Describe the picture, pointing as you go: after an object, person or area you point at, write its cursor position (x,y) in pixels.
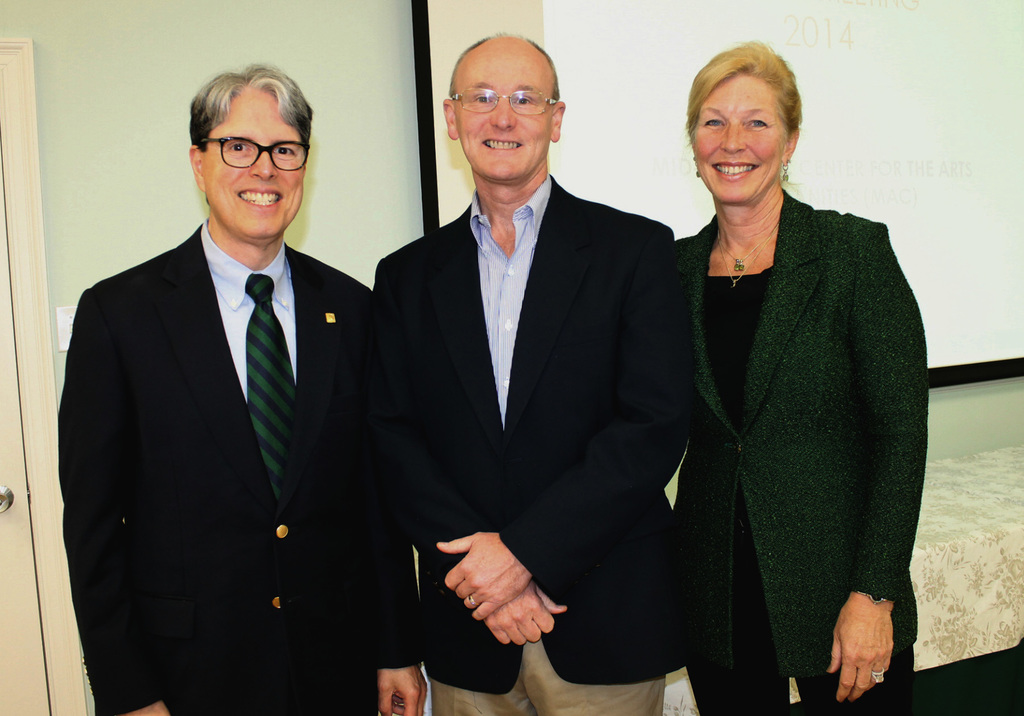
In this image I can see 3 people (558,531) standing, wearing suit (494,461). There is a projector display (1003,71) and a door (1,424) behind them.
